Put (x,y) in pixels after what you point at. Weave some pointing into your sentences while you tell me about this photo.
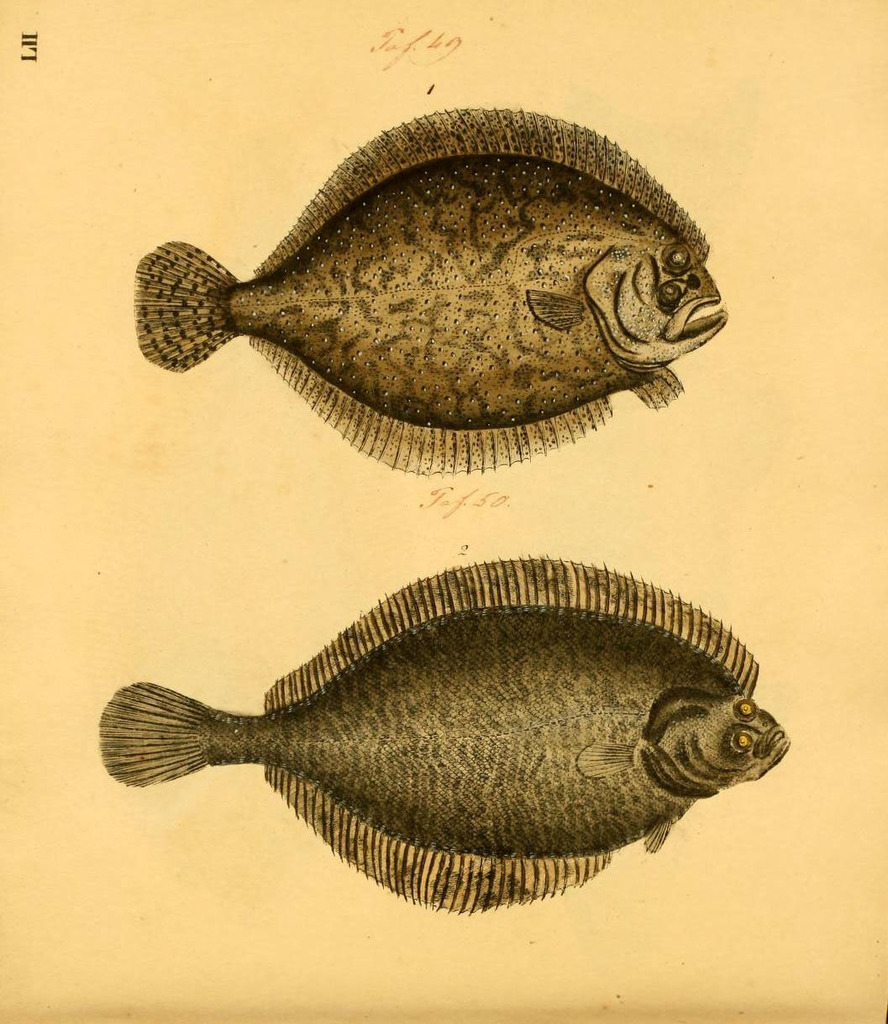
In this image we can see drawings of fishes (488,728).
